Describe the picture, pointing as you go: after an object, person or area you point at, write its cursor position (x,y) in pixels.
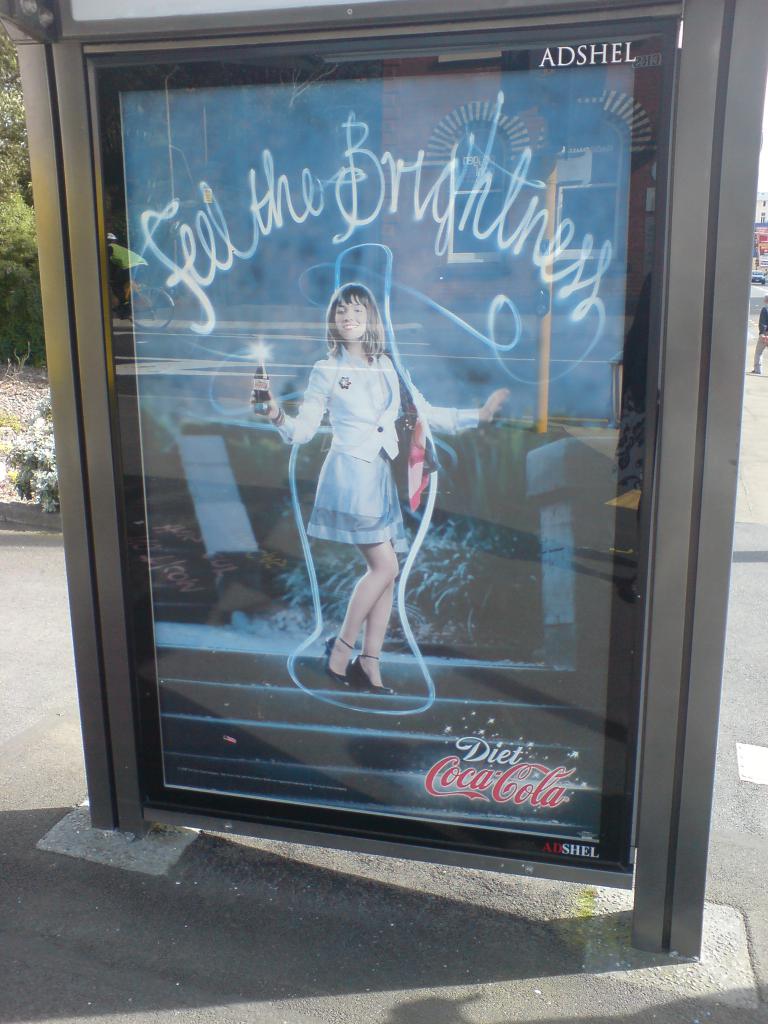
In this picture there is a board (607,406) in the foreground (619,661), in the board (619,661) there is a picture (482,410) of a woman (352,472) standing and holding the object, at the bottom of the board (447,686) there is a text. On the left side of the image (15,129) there is a tree (14,143). On the right side of the image (761,301) there is a building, vehicle (764,278) and there is a person (764,310) walking on the road (744,571). At the bottom (431,940) there is a road (384,940).
